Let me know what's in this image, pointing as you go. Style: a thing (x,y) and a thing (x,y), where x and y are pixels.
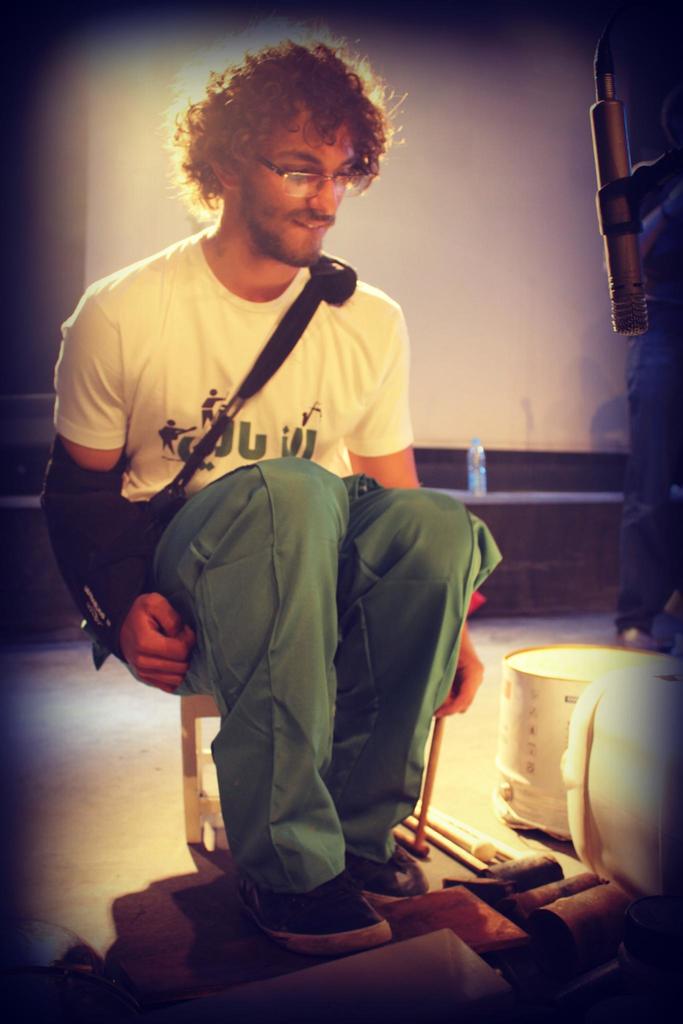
In this image in the center (288,514) there is a person (268,586) sitting and on the right side (567,743) there are objects (567,743) which are white in colour. In the background (434,245) there is a bottle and there is a wall (426,290) and on the right side (656,390) there is a person (641,426).
